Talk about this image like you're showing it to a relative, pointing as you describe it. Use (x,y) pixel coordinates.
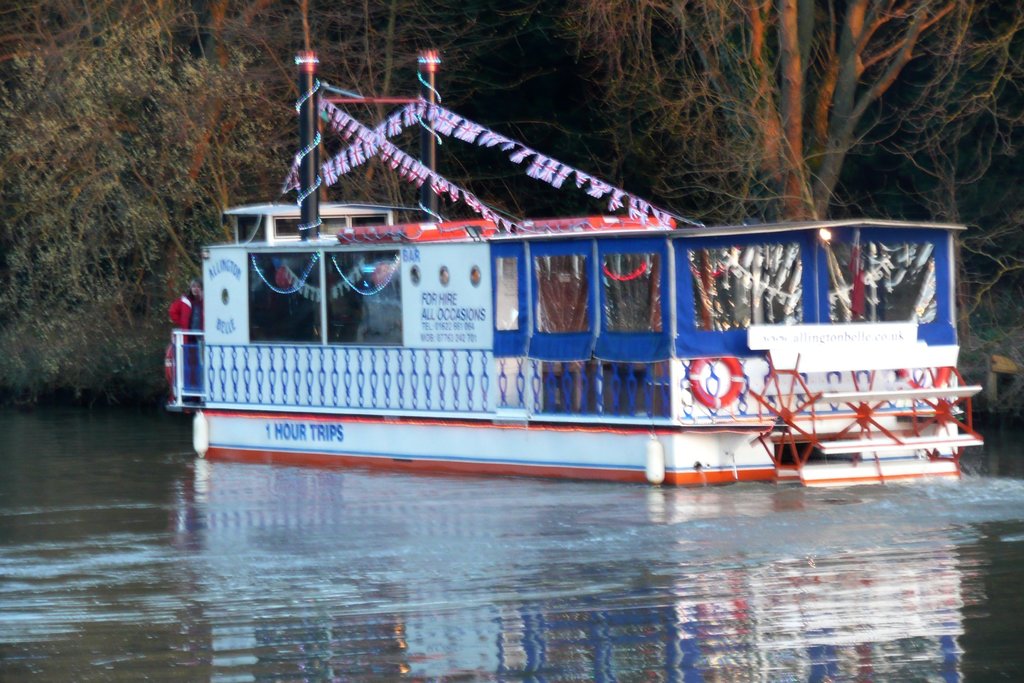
There is a boat (347,416) on the water (348,496). On the boat (344,334) there are decorations (432,172) and something written on that. In the back (380,27) there are trees (618,107).
